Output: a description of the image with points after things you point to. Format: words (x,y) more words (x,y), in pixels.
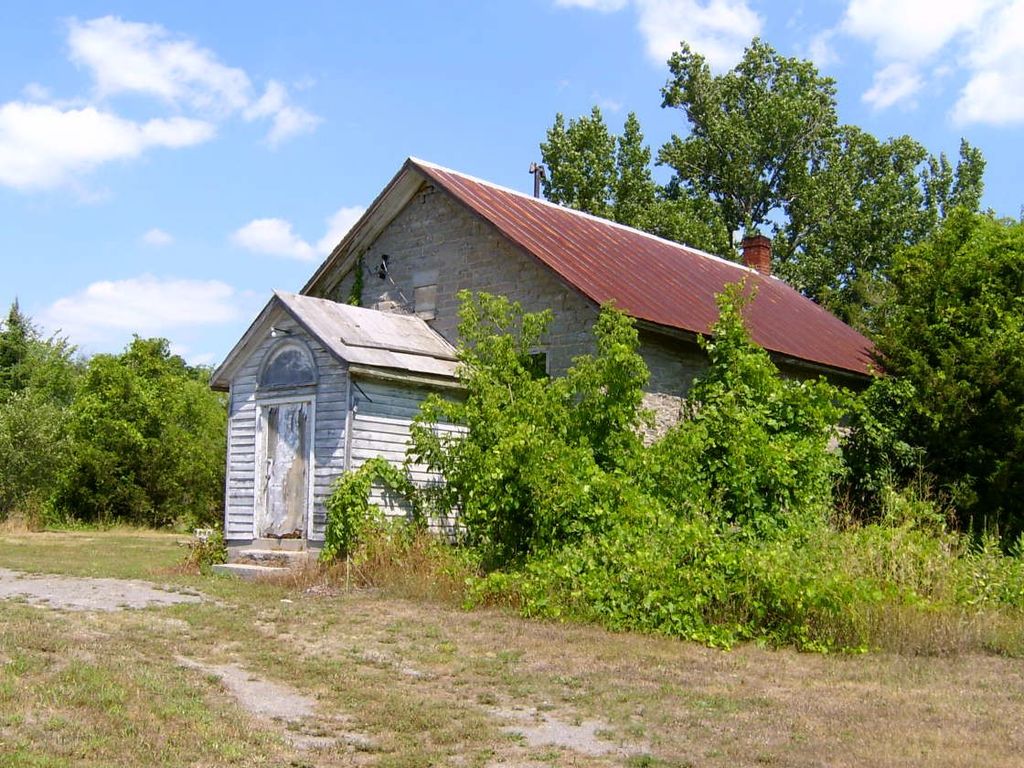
This is an outside view. In the middle of the image (589,322) there is a house (256,331). Around this house (364,415) there are many plants (694,553) and trees (192,461). At the top of the image (338,106) I can see the sky (420,95) and clouds (58,140).
